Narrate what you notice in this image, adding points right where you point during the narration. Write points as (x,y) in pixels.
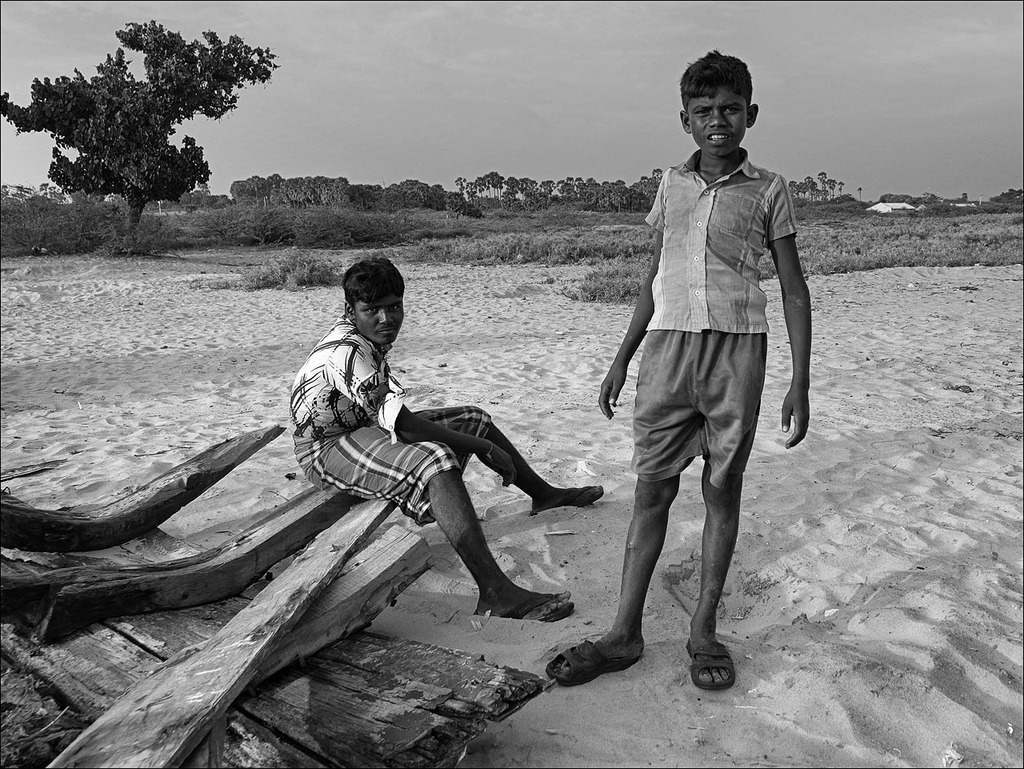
In this image I can see two persons (451,439), the person (480,429) at left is sitting on the wooden sticks (344,532) and the person (689,195) at right (705,195) is standing. Background (60,105) I can see tree (65,93) and sky (620,43), and the image is in black and white.
